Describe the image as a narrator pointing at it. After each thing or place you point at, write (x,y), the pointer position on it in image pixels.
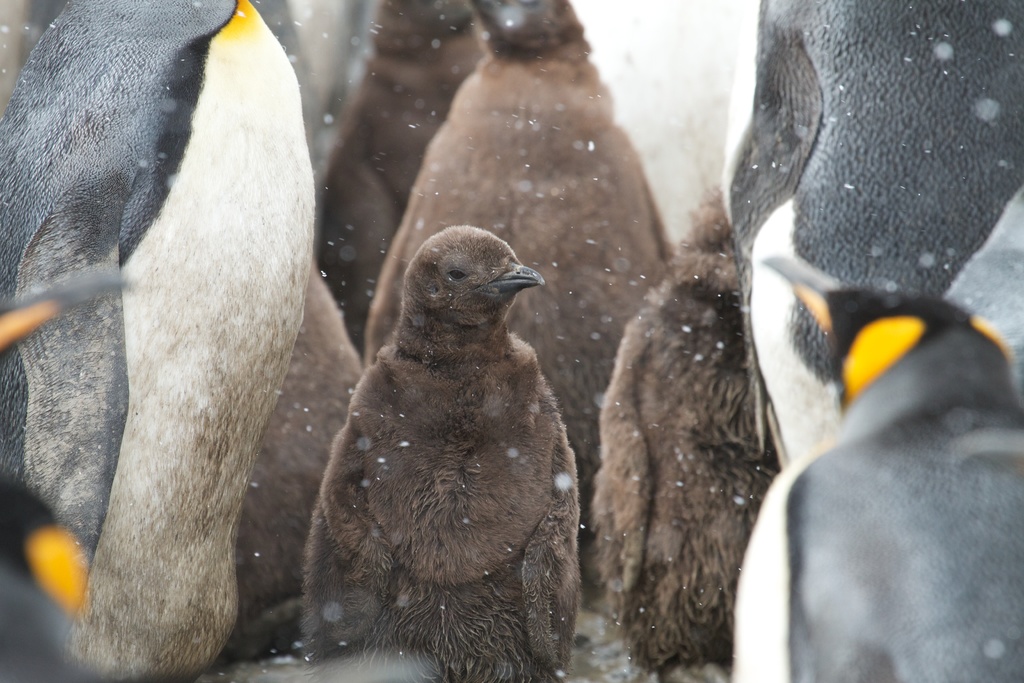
In this image we can see the snow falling and a few penguins (473,93) here.
